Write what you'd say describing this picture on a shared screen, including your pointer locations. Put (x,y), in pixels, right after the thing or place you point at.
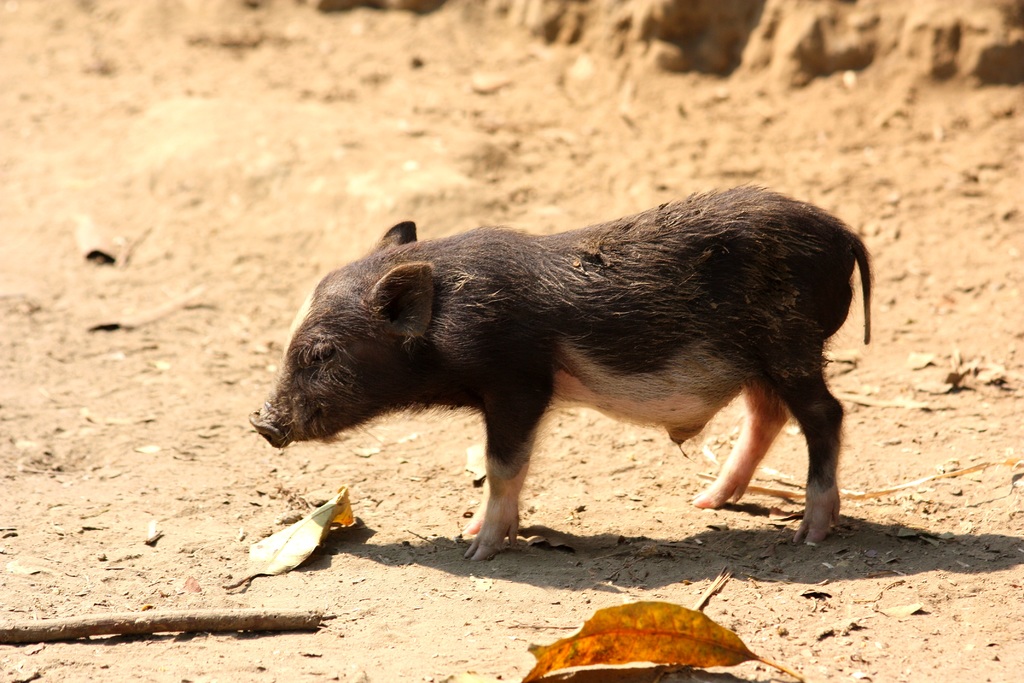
In this picture there is a pig (585,301) in the center (587,353) which is facing towards the left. At the bottom (250,617) there is stick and a leaf (713,638).
